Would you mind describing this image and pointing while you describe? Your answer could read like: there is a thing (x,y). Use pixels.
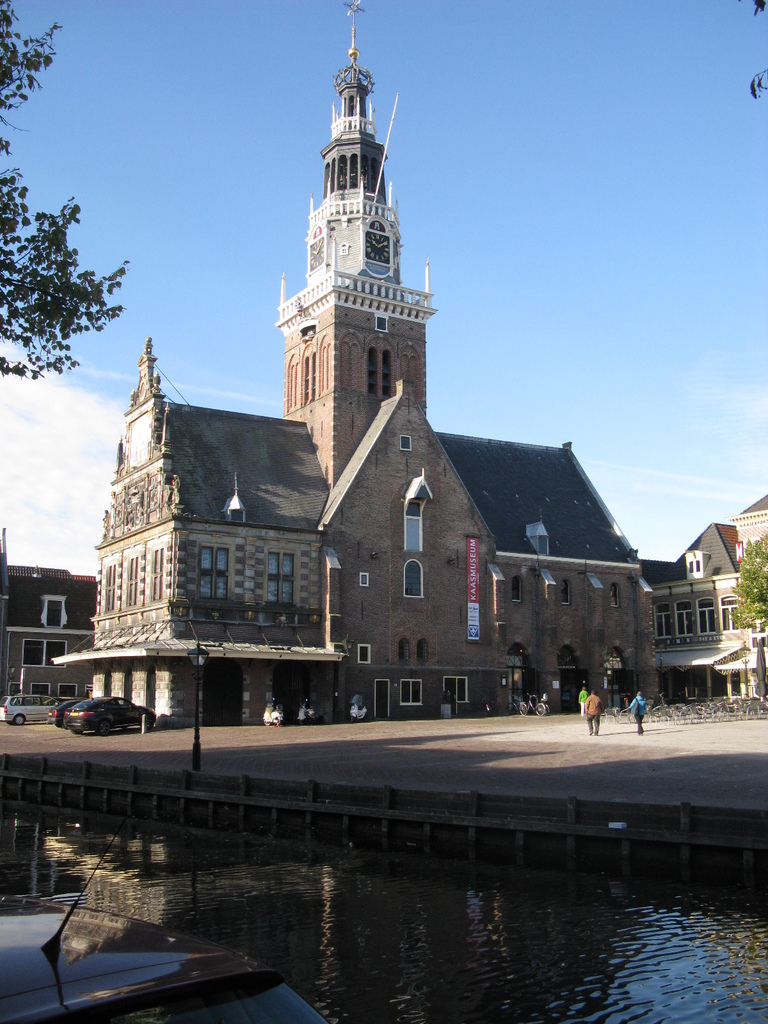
In the bottom left corner of the image (123,924) we can see a vehicle (188,942). In the bottom right corner of the image (763,879) we can see water (763,1009). In the middle of the image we can see some poles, vehicles (538,708) and few people (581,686) are walking. In front of them we can see some buildings (330,507). At the top of the image (694,66) we can see some clouds (761,429) in the sky (116,196). In the top left corner of the image (66,325) we can see a tree (80,295).
